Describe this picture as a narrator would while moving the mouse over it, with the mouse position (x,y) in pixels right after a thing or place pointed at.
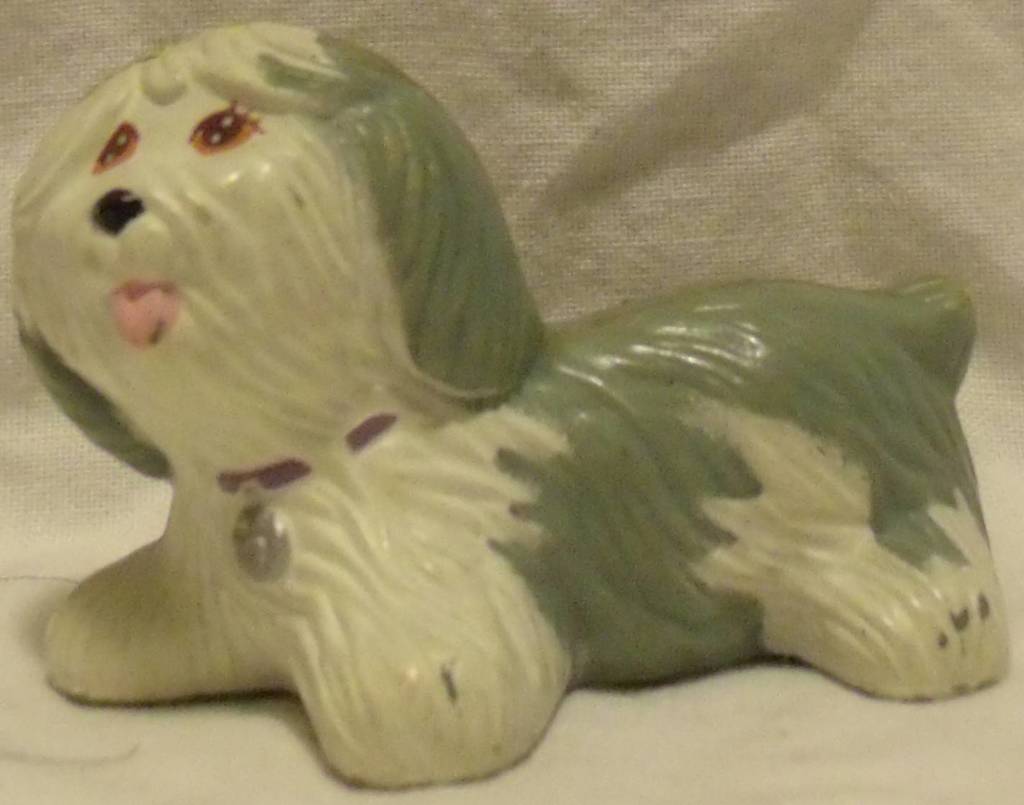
In the picture we can see a dog sculpture (567,500) which is cream in color with some part (844,347) light green in color.
